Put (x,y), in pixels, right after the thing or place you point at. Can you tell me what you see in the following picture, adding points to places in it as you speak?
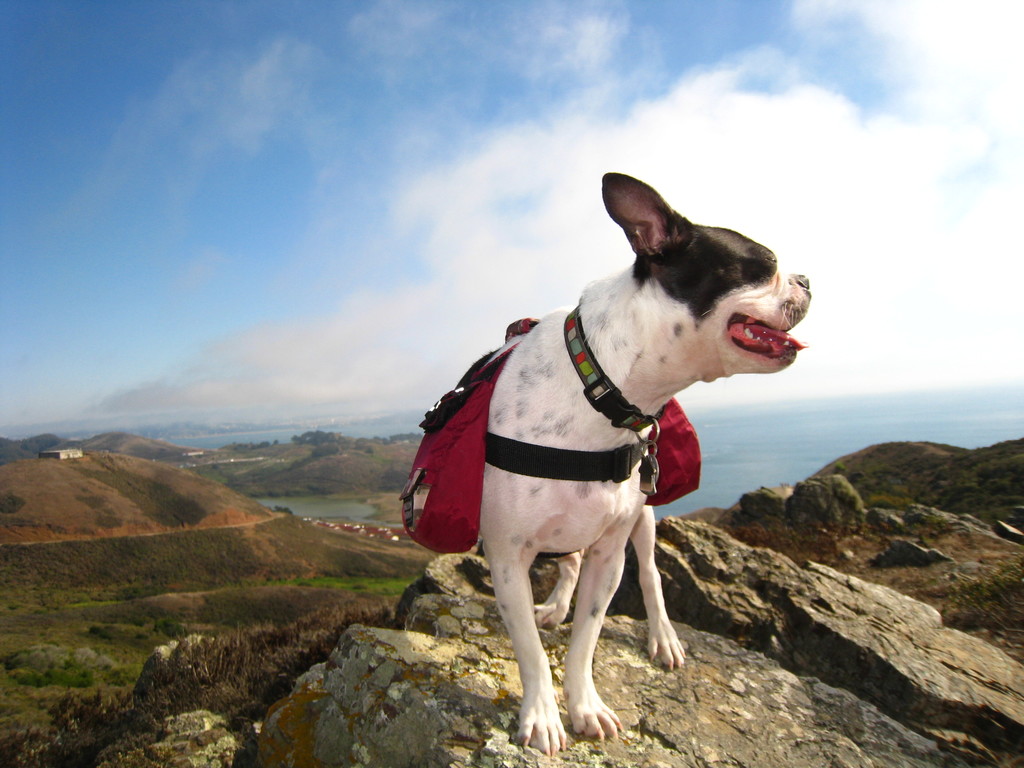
In this picture we can observe a dog (571,520) standing on the rock (556,647). There is a red color bag (485,461) on the back (524,360) of this dog (501,407). The dog (542,410) is in white and black color. In the background (206,451) there are trees (309,431) and hills (157,523). On the right side (819,428) there is an ocean (806,408). In the background (431,204) we can observe a sky (362,139) with clouds (449,253).
